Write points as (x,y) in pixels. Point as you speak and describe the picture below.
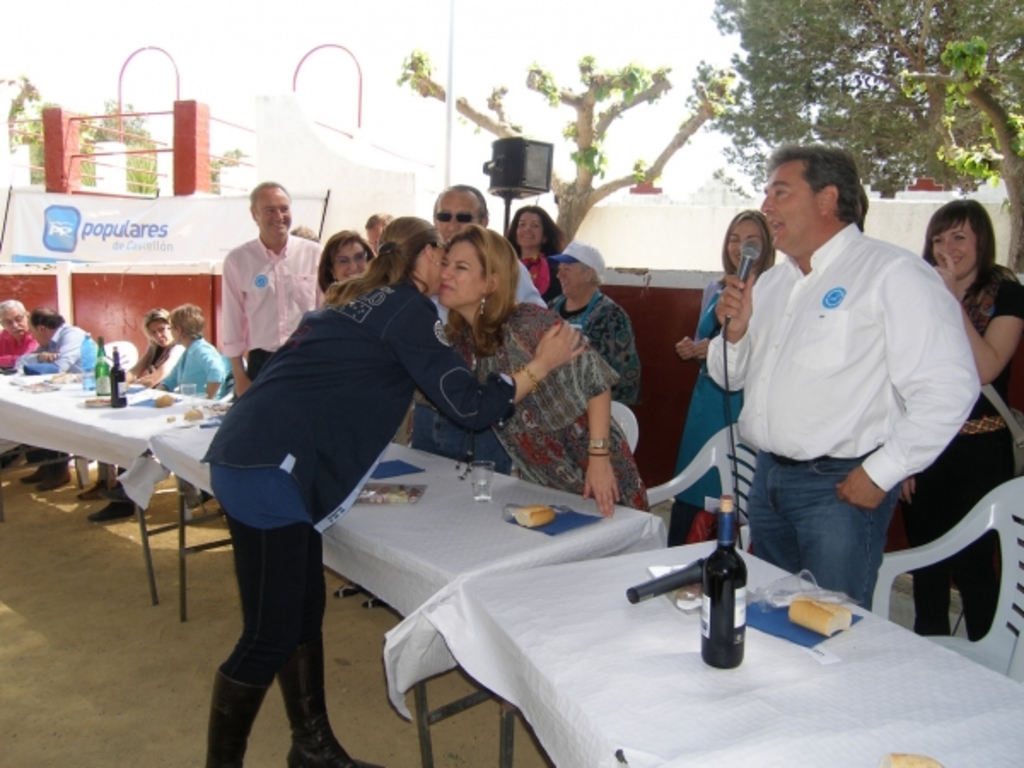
There are group of people (529,262) standing. This is a table (595,642) covered with white cloth (499,555). This is a wine bottle (734,633), the microphone (642,596), food (820,606) and some things (788,627) on it. This looks like a speaker (511,185). This is the banner (111,228) hanging. Here are few people (164,332) sitting on the chairs (131,359). This is the tree (826,78).
